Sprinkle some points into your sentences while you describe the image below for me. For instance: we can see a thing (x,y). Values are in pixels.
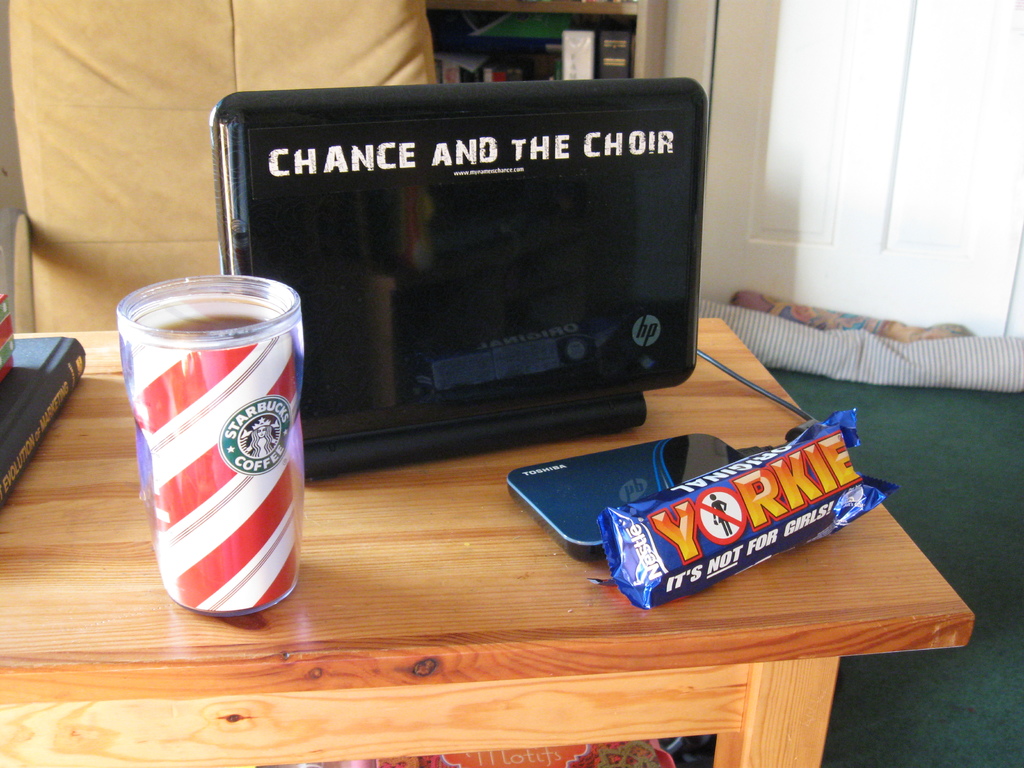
In this image we can see a table (431,547). On the table (131,460) there are books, laptop (260,268), tumbler (221,348) and packed food (724,521). In the background (585,68) there are books (589,60) arranged in the cupboards (557,60), door (852,218), blanket (858,351) on the floor (897,472) and a chair (370,58).
